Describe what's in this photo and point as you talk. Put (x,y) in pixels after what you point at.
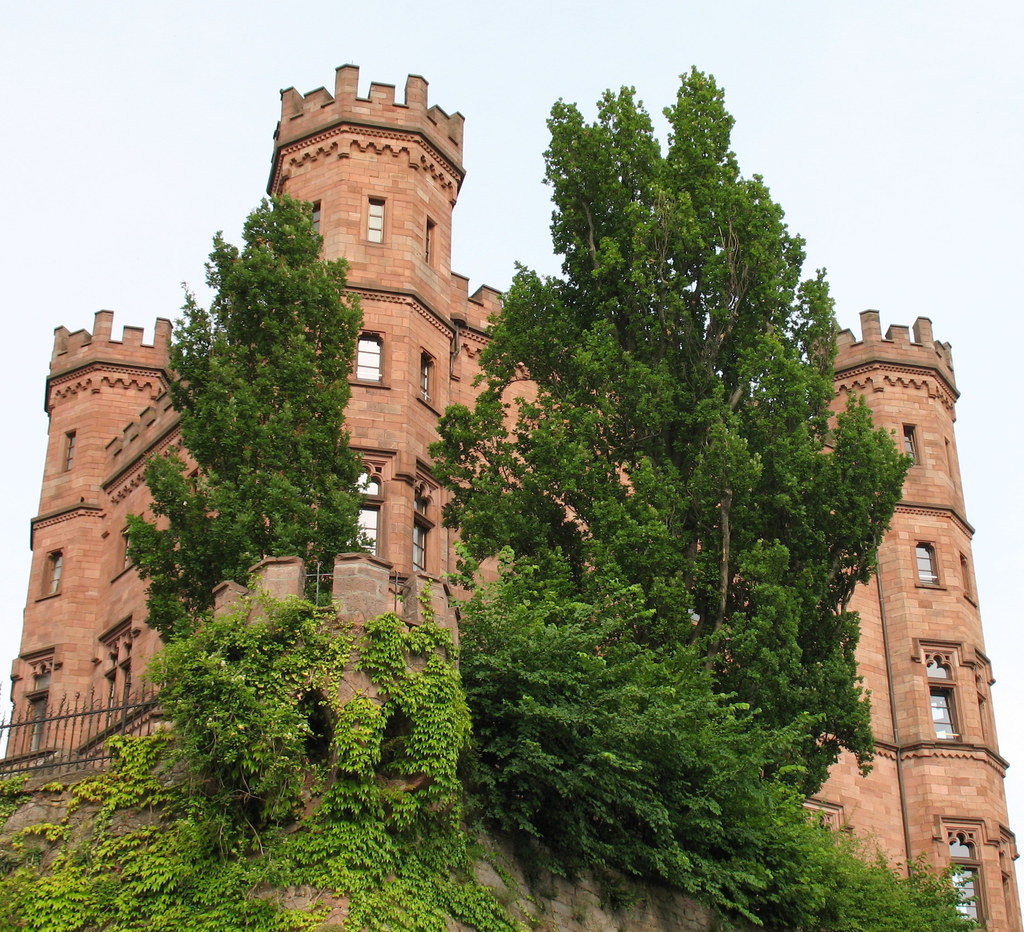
In this image we can see a building (823,811) and it is having many windows (938,683). There are two trees (671,485) and many plants (703,760) in the image. There is a fencing (60,740) in the image. There is a sky (105,145) in the image.
